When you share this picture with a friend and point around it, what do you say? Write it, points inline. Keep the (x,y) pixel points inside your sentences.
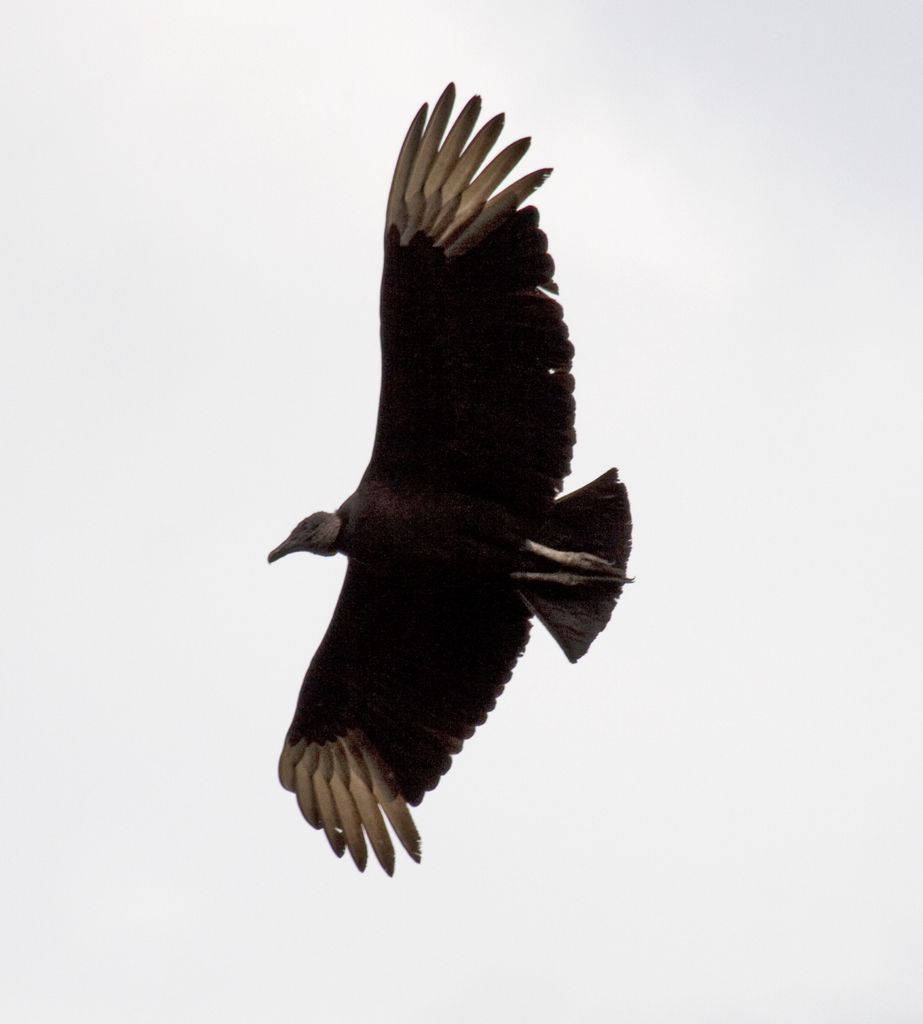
In this image we can see a flying bird (454,439) and we can also see a white background (603,30).
